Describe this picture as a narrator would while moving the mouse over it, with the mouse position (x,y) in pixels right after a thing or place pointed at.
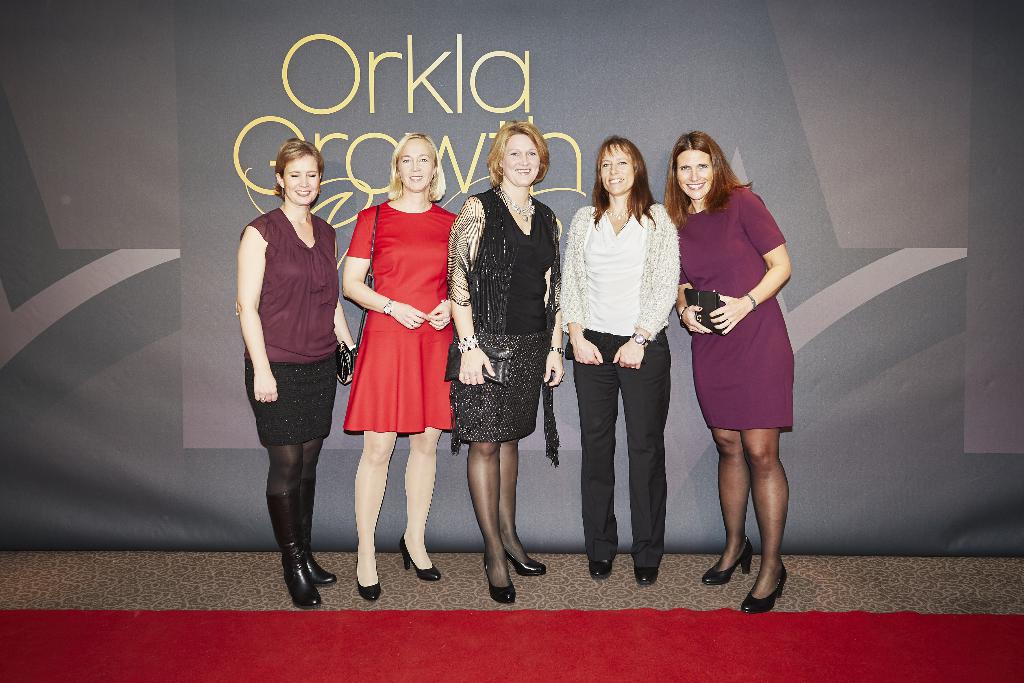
This image consists of five women (473,371) standing on the floor (583,557). At the bottom (630,664), there is a red carpet (657,629). In the background (938,337), it looks like a banner (75,434).
